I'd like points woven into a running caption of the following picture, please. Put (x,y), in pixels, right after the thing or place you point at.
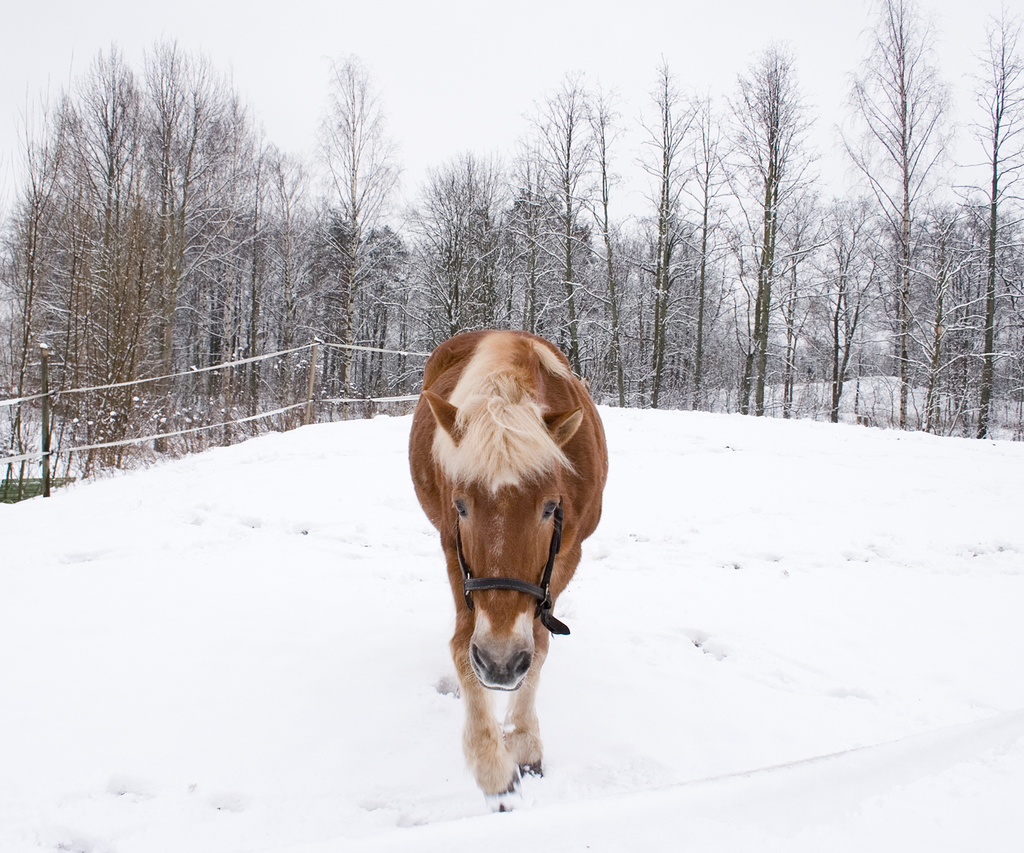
In the middle of the image (517,423) there is a horse (465,637) standing on the ground (344,556). On the ground (648,740) there is snow (176,707). Behind the horse (498,376) there is fencing (60,452). Behind the fencing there are trees (408,291) covered with snow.
